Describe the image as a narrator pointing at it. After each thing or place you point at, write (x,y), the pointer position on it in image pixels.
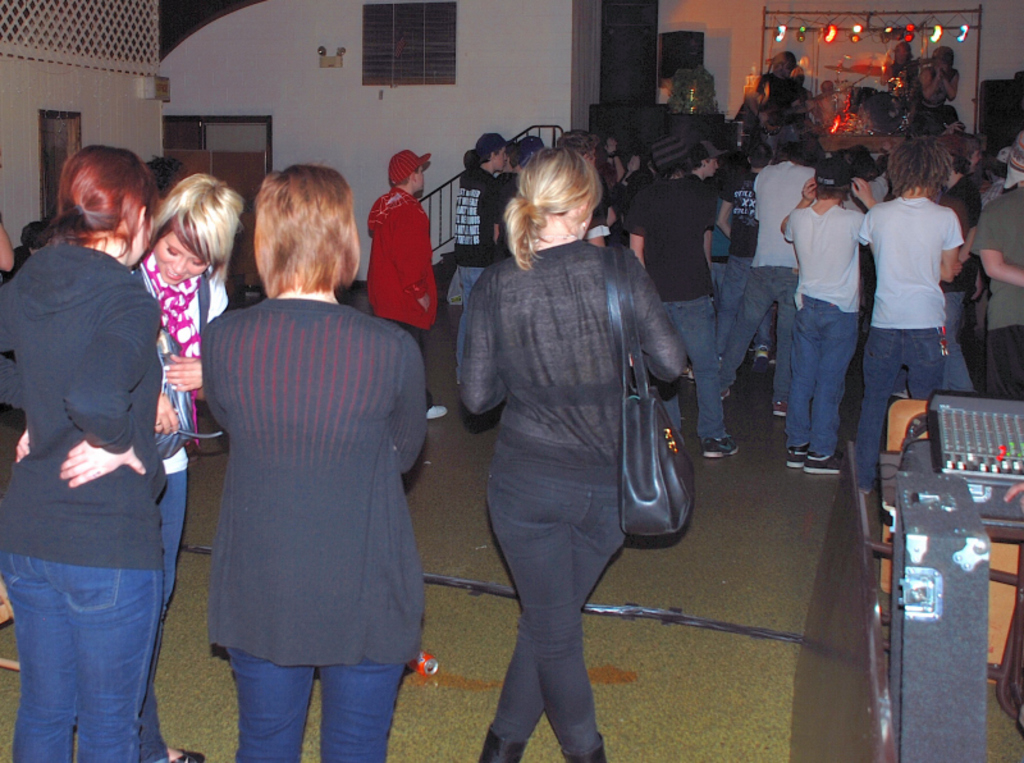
In the picture I can see some group of persons (472,339) standing in a room (245,255), on right side of the picture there is electronic gadget (957,463) on table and in the background (807,110) there are some persons (791,113) playing music on stage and there is a wall (403,101).
